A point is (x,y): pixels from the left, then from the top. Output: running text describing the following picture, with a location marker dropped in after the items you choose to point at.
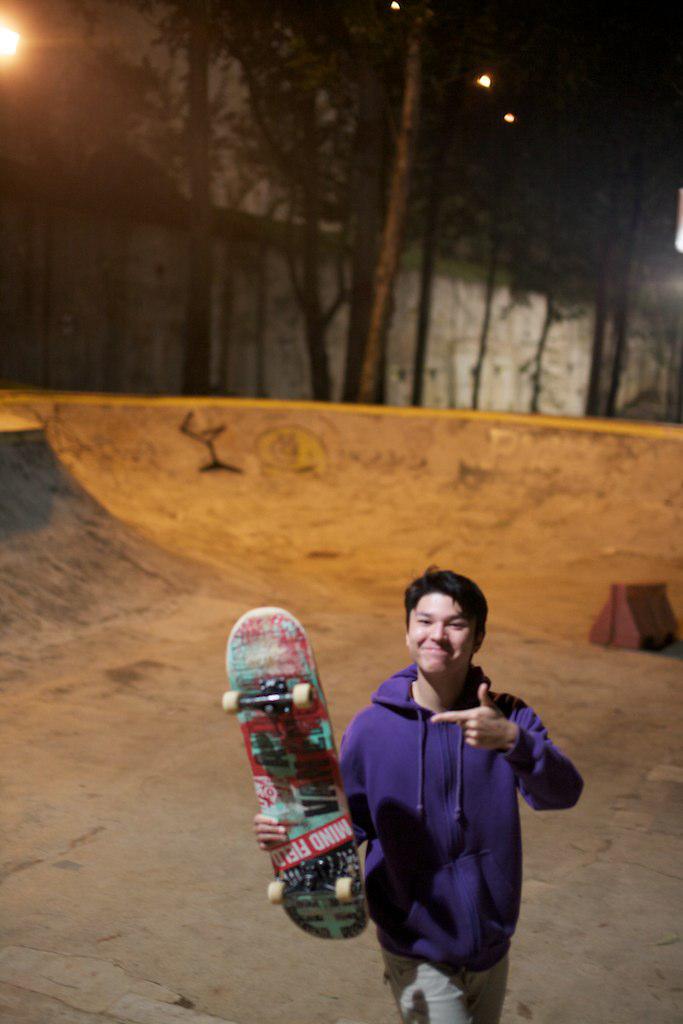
In this image in the center (443,679) there is one person (456,878) who is holding a skateboard (311,751) and walking, in the background (136,608) there is slope (463,547) and some wall (117,229), trees (321,137) and lights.
